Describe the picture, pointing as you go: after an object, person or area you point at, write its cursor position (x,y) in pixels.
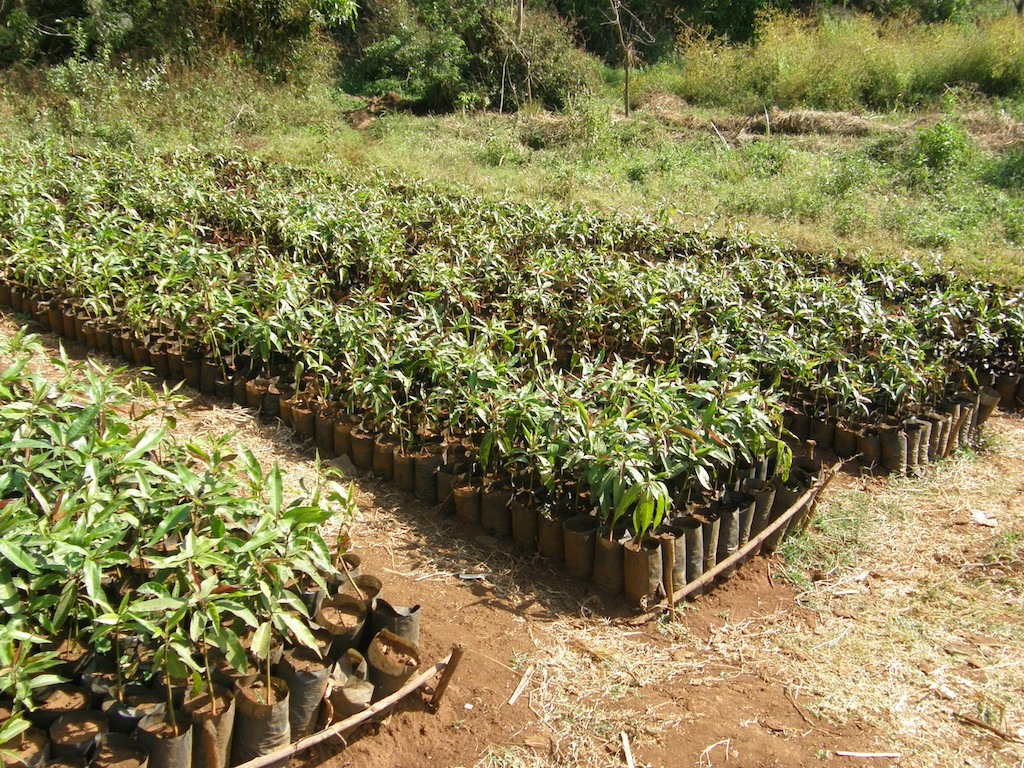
In this image there are many pots (224,719) having plants (70,535) in it which are kept on the land (654,688) having few grass (572,688), plants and few trees (211,5) on it.
